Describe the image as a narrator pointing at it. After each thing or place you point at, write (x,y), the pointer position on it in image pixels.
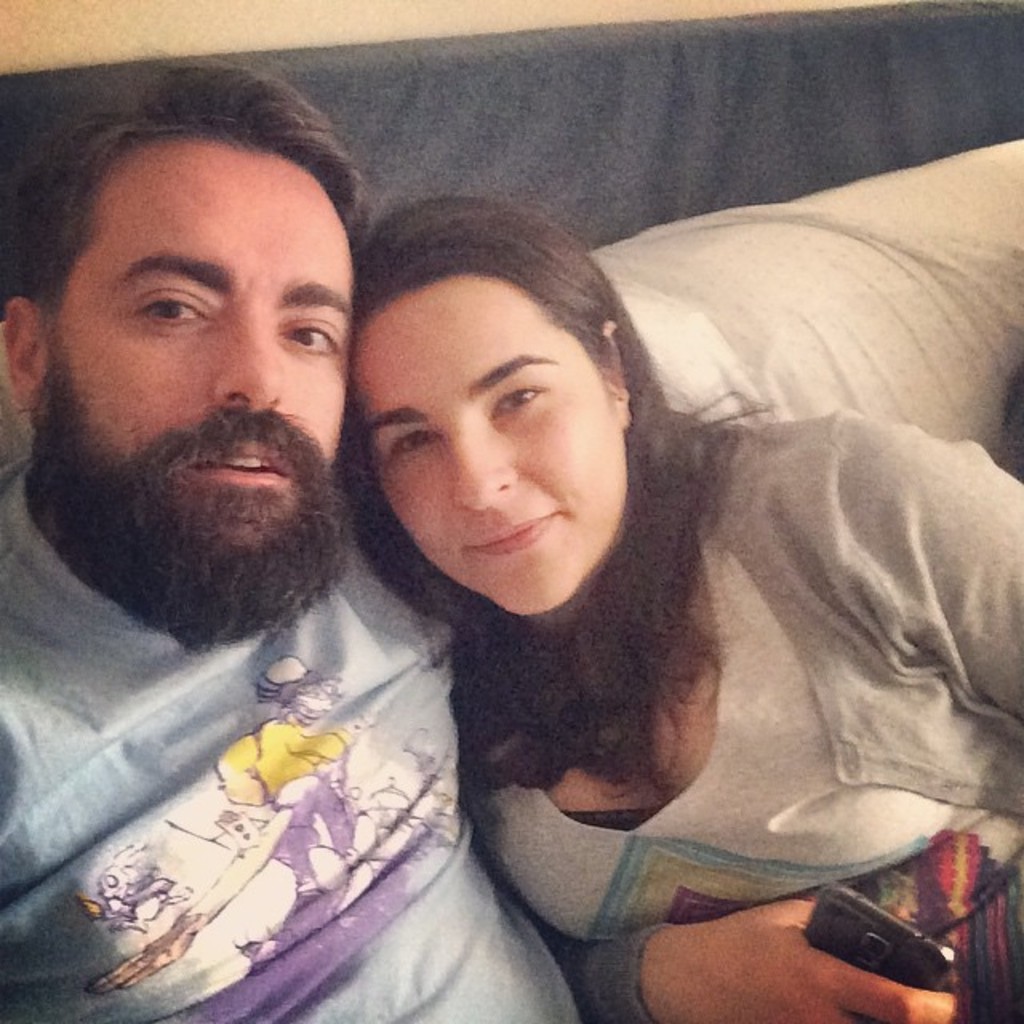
In the picture we can see a man (168,662) and a woman (765,572) sitting together on the sofa (978,326) which is white in color and man (57,656) is with beards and a woman (784,569) is holding a mobile phone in the hand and in the background (973,24) we can see a wall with some black color plank (709,138) to it.
